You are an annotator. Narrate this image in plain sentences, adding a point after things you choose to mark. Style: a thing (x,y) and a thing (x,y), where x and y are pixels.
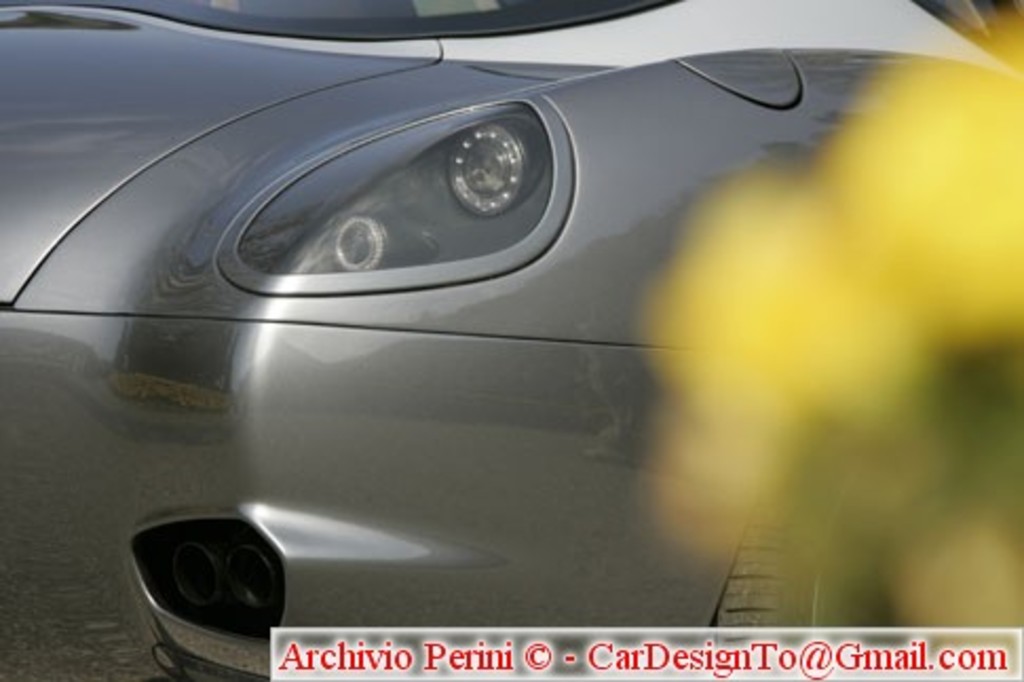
In this image, we can see a car (282,409) and at the bottom (599,645), there is some text (611,639). On the right (753,328), the image is blur.
